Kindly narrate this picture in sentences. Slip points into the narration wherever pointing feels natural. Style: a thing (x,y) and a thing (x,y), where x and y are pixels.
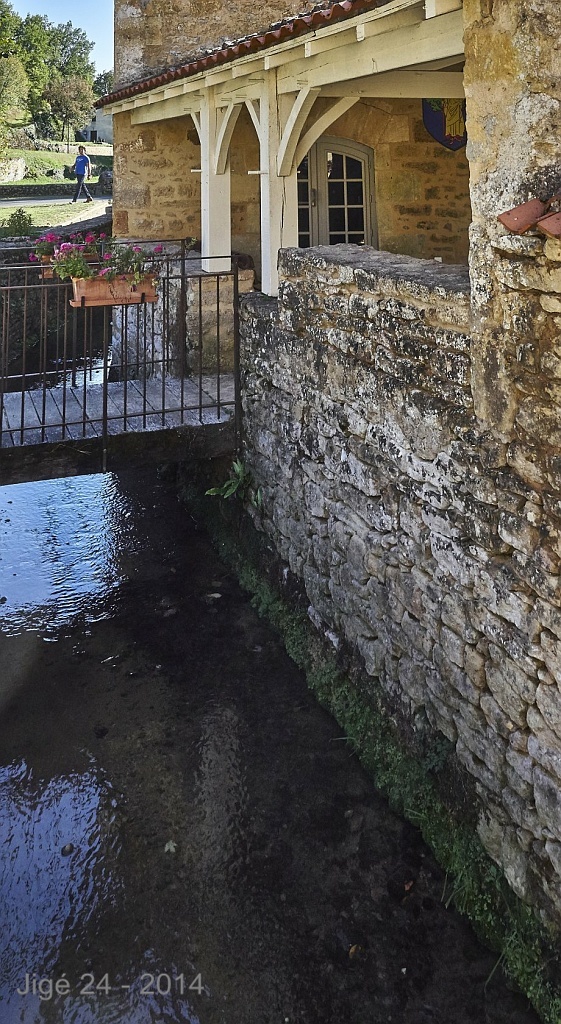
This is the picture of a building (427,692). On the right side of the image (455,692) there is a building (504,692) and there are plants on the railing (236,373). At the back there is a person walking on the road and there are trees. At the top (87,5) there is sky (110,13). At the bottom (295,864) there is grass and there is water (295,864). At the bottom left (62,986) there is a text (123,993).
